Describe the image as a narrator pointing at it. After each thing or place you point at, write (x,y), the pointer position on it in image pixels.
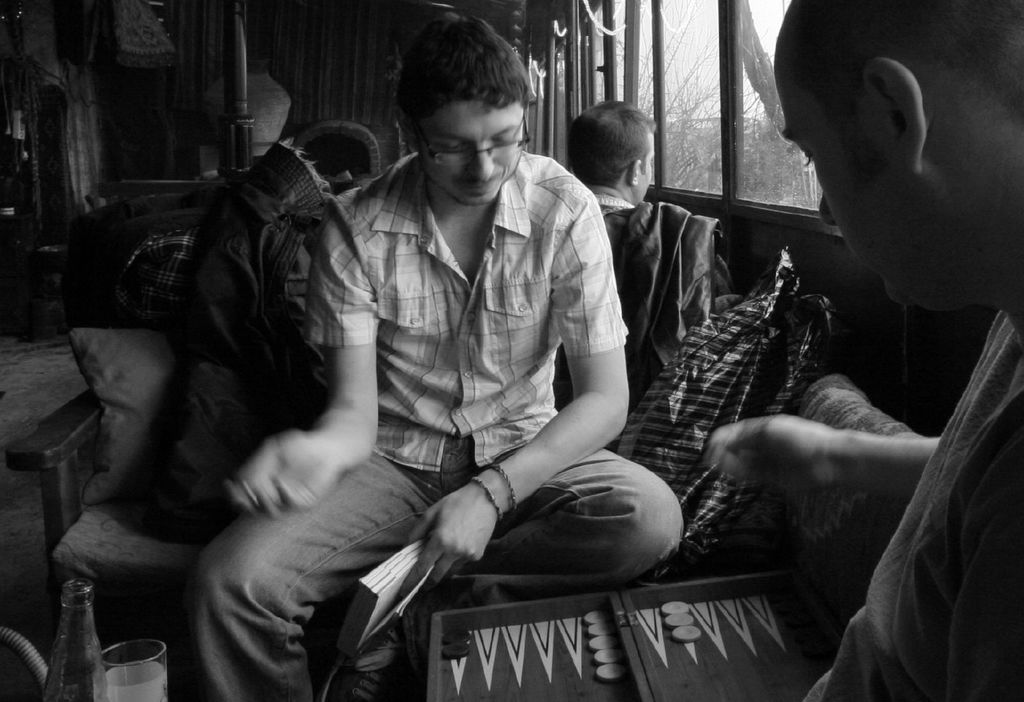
In this picture we can see a group of people (1010,283) where a man (367,218) is holding a book (374,593) with his hand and smiling, bottle (88,615), glass (137,655) and in the background (712,64) we can see trees (685,105) from windows (739,137).
